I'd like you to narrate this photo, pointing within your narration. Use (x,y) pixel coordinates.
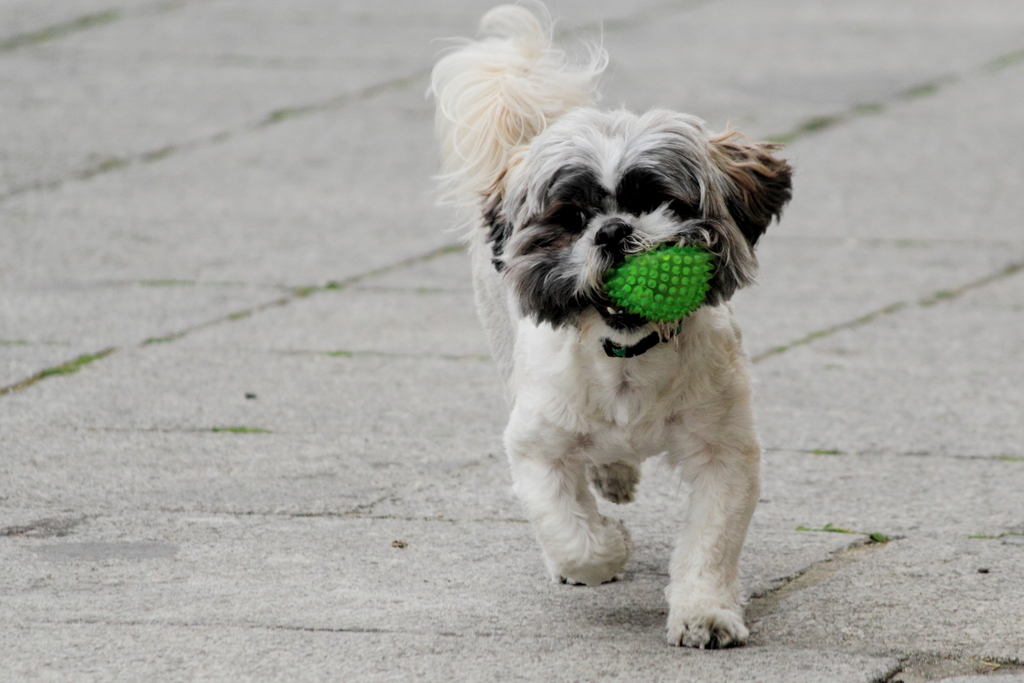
In this image in the front (587,267) there is a dog (602,286) running on the ground (23,548).
